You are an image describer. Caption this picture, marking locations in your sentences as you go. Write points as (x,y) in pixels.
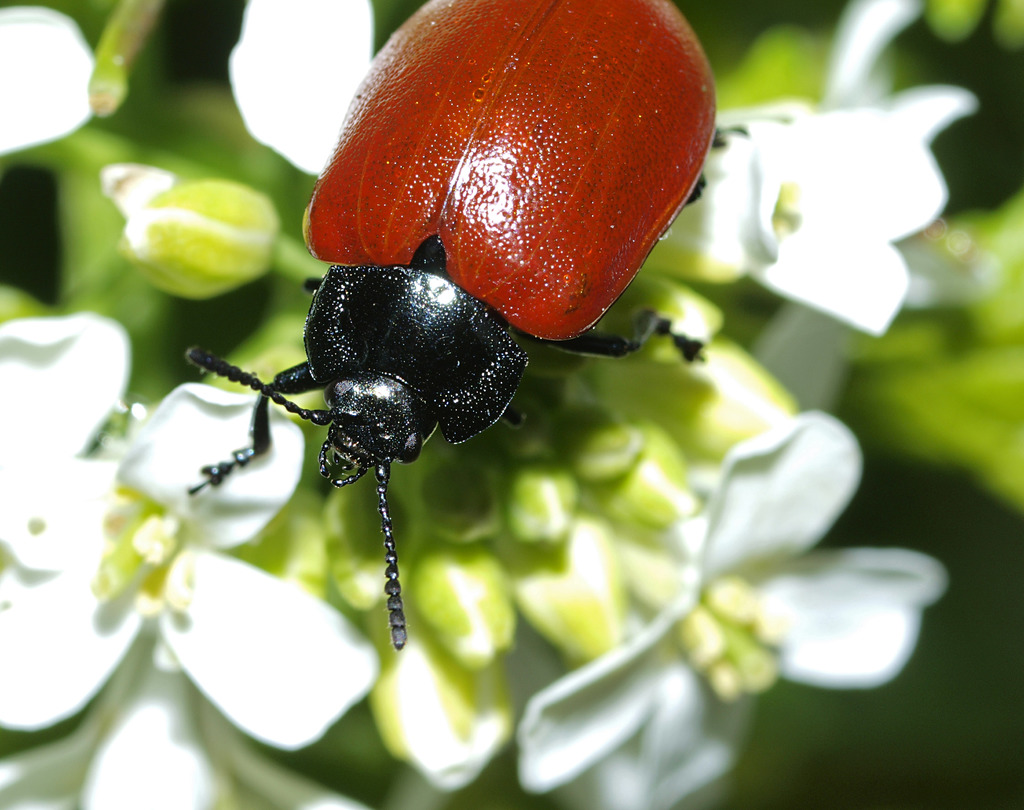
In this picture there is a beetle (414,423). The background (359,548) is blurred. In the background (577,511) there are flowers (806,223) and leaves (913,361).
